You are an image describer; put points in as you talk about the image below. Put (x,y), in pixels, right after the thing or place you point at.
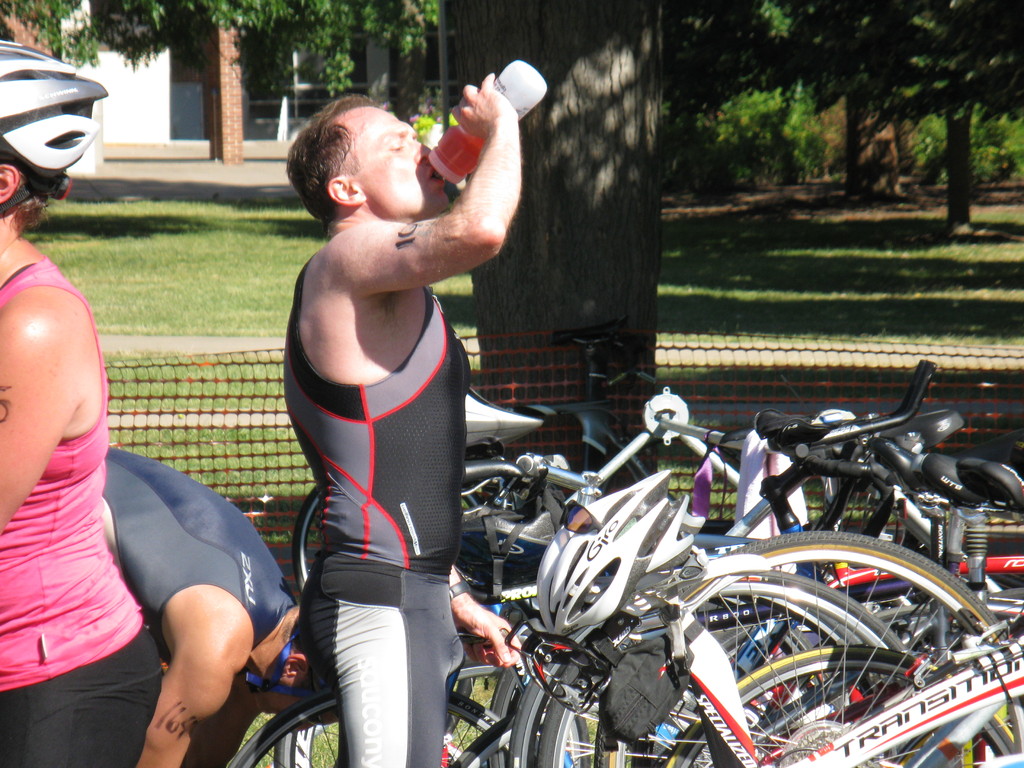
In this image I can see a person (423,456) wearing black, grey and red colored dress (394,470) is standing and holding a bottle (520,102) in his hand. I can see few other persons (62,452) and few bicycles (713,548). In the background (271,404) I can see the net (224,446), few trees (795,25), the ground (858,206), some grass (802,235) and a building (237,109).
